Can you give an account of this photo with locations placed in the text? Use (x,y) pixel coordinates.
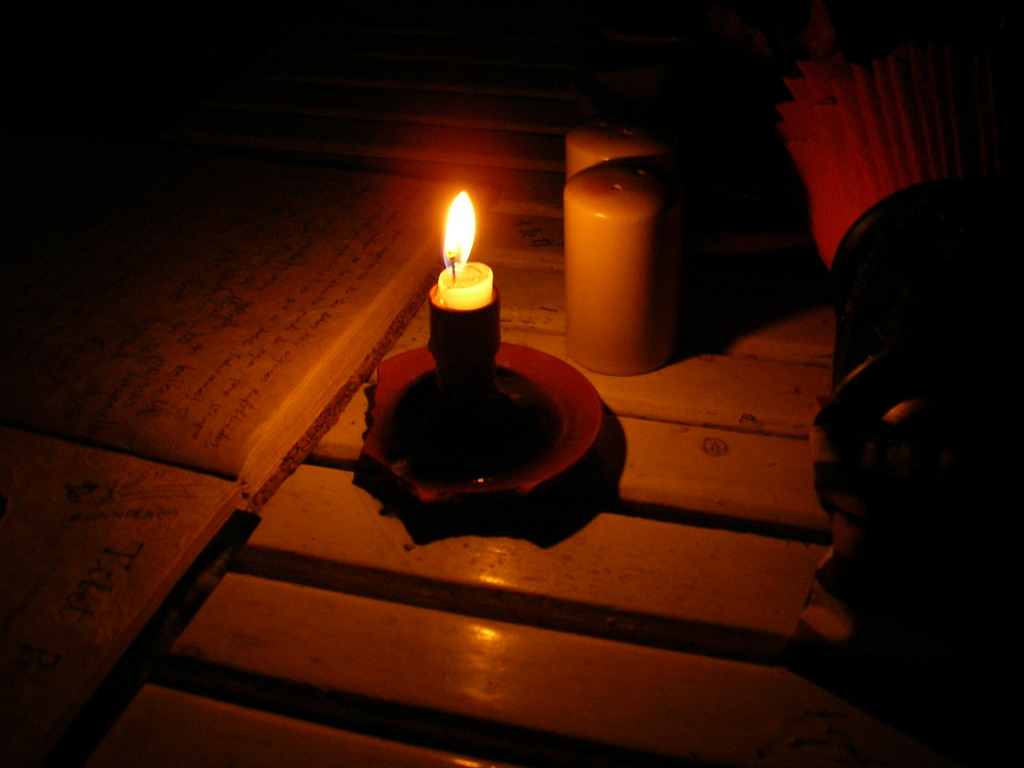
In the center of the image (484,306) we can see a candle (441,303) with a stand (474,385) in a plate (490,421) which is placed on the table (484,605). We can also see some objects (924,529) and a book (439,244) with some written text (217,381) on it which are placed beside a candle (473,372).
